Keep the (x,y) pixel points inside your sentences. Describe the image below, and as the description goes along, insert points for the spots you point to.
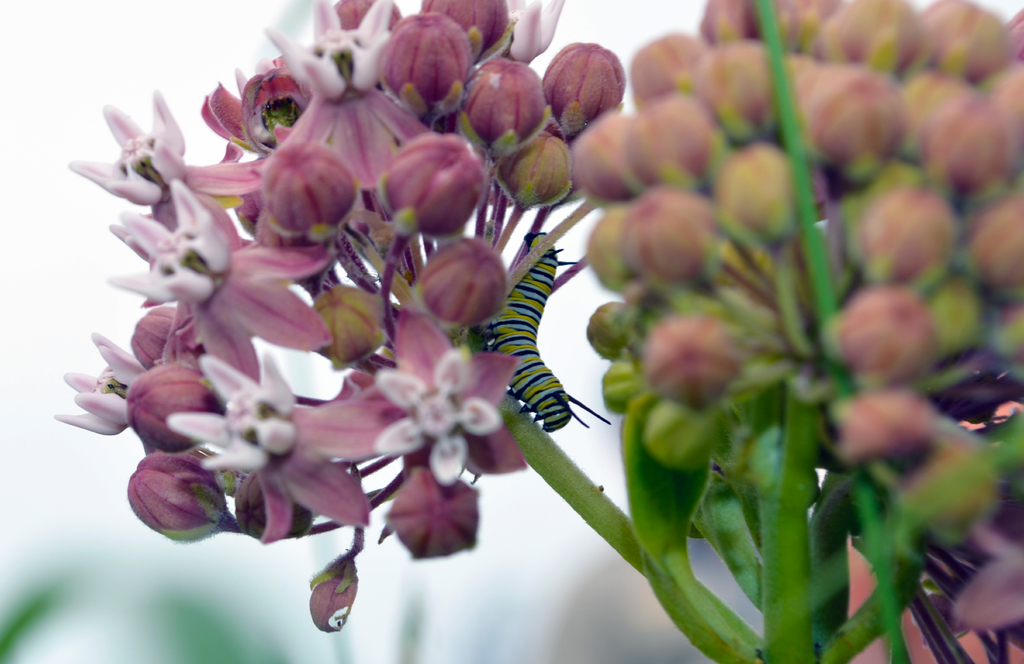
In this picture we can see an insect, flowers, flower buds (720,341) and in the background (565,532) we can see it is blurry.
